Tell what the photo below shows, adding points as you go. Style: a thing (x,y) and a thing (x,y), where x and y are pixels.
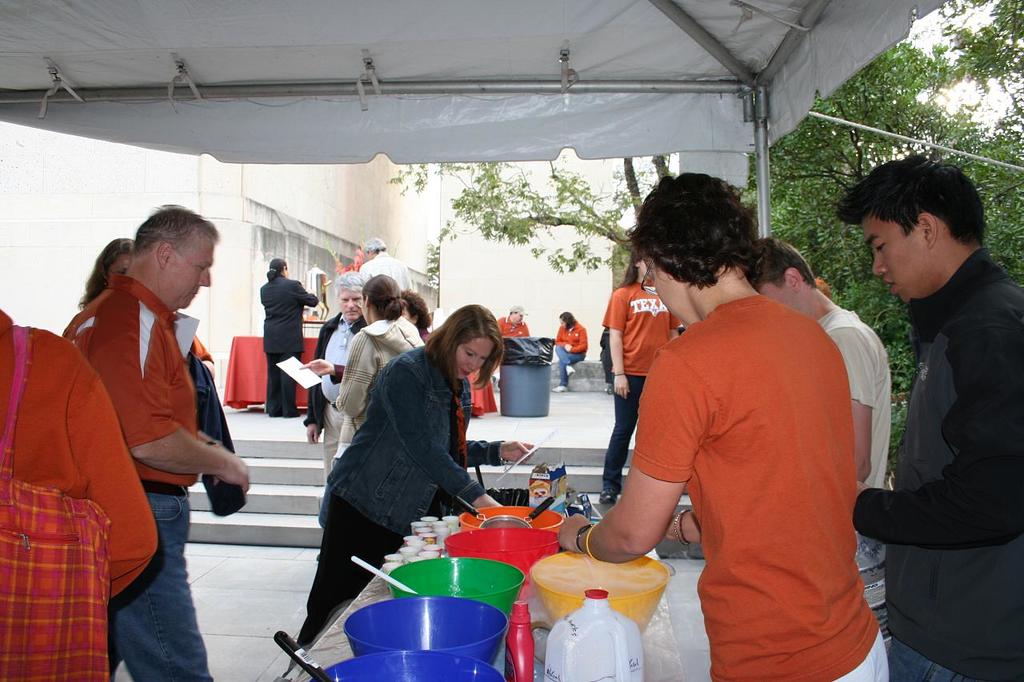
In this image, In the middle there is a table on that table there are some blue, green, orange color bowls (494,584) and there are some glasses (441,536) on the table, There are some people (801,616) standing around the table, In the background (275,325) there are some people (370,304) standing and discussing, There is a white color tent (328,94) in the top (335,112), There is a green color plant (885,86) in the background (890,103).
